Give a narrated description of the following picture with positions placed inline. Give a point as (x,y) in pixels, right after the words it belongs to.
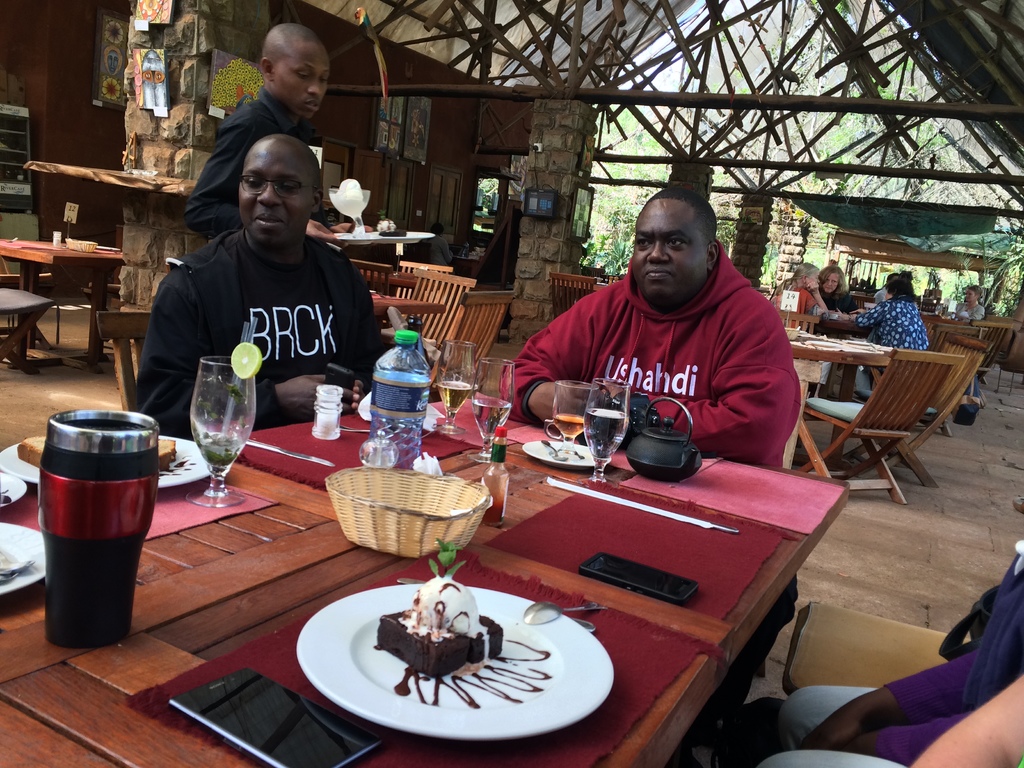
In this picture we can see mainly three persons (560,356) in front (690,250) and here two are sitting and in front of them we have table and on table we can see mobile (253,681), plate (397,673), pastry (467,619), spoon (537,616), basket (410,517), glass (227,416), lemon (240,362), bottle (415,354), tea pot (656,438) and food items (169,443) and in the background (383,255) we can see persons (831,304), rods (798,99), wall (555,149), frames (410,156), chair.
